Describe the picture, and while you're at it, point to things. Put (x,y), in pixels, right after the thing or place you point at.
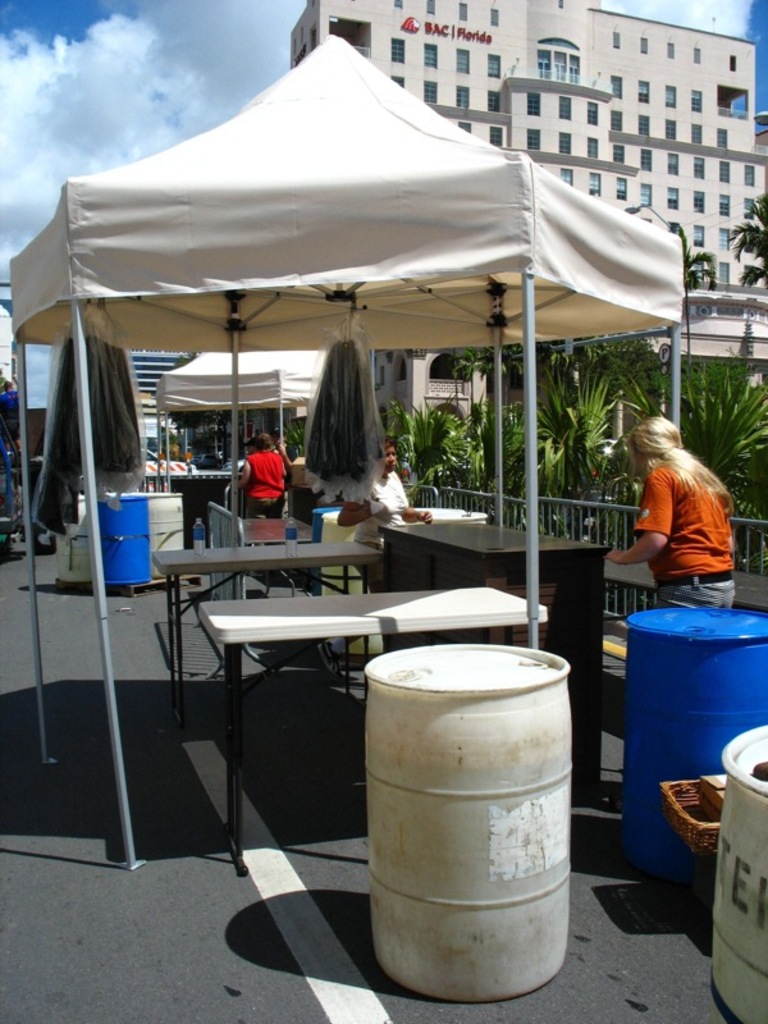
On the right (675,486) there is a women (643,533) who is wearing a orange color t-shirt (703,527) and she is beside the desk (576,586). On the center (272,548) we can see a two white tables (315,624). There are two barrels (500,777) in white and blue color. On the top right corner (554,35) we can see a building (643,106). On the left (62,88) there is a sky (45,32) with some clouds (120,38). And here it's a tent (312,185). On the background (396,480) there is a person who is wearing a white color shirt (391,488). On the right (731,376) there is a plants (719,413) and tree (745,266).
